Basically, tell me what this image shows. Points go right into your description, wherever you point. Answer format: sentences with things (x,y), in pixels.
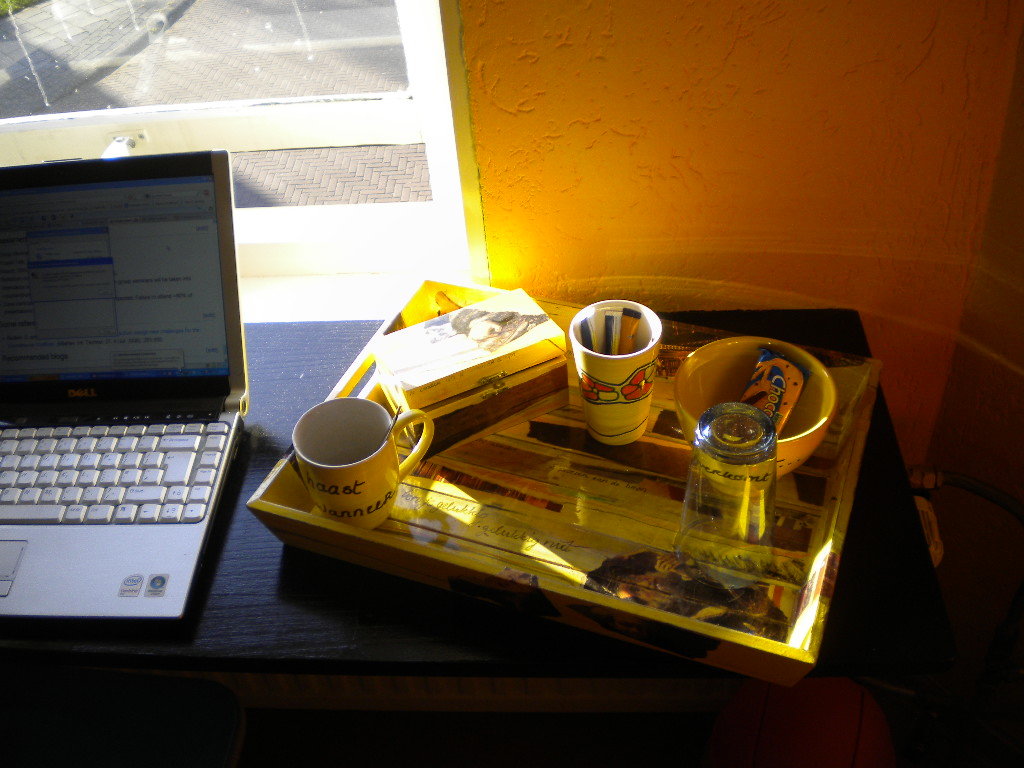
In this image there is a table (234,576) and we can see a laptop (115,490), tray (784,510), glasses (744,472), mug (396,492), bowl (708,398) and a box (492,369) placed on the table (304,589). In the background (586,145) there is a wall (578,163) and we can see a window (333,201).
